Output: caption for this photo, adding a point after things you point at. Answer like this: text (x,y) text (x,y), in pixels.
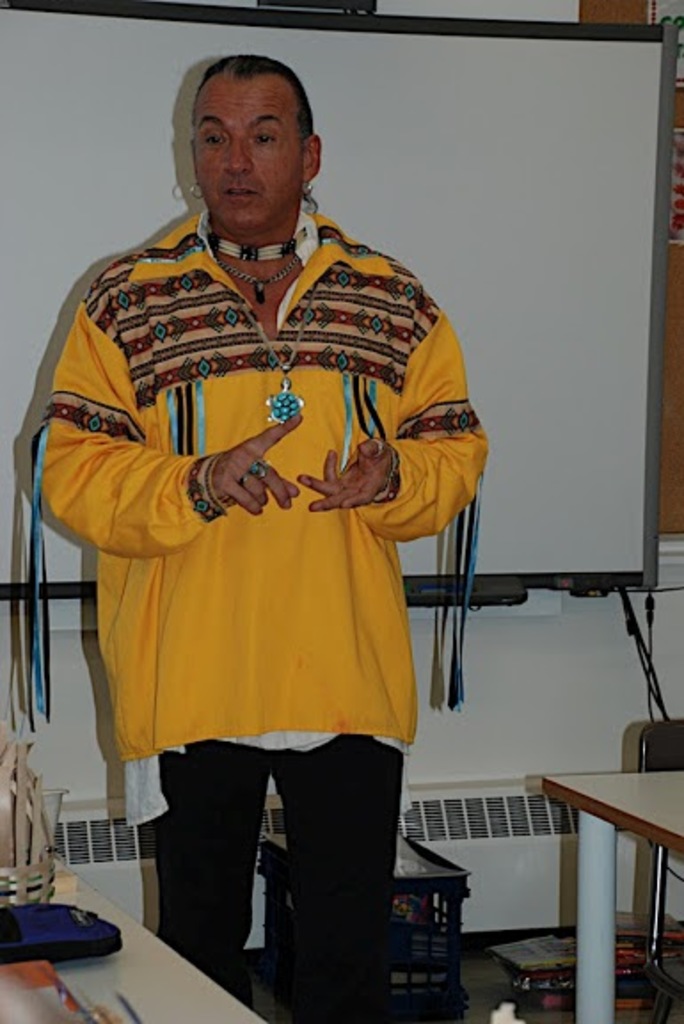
In this picture we can see man (210,334) wore yellow color shirt (188,368) and talking and beside to him there are tables (597,822) and on table (116,973) we can see some items (26,851) and in background (183,56) we can see board (564,329).
